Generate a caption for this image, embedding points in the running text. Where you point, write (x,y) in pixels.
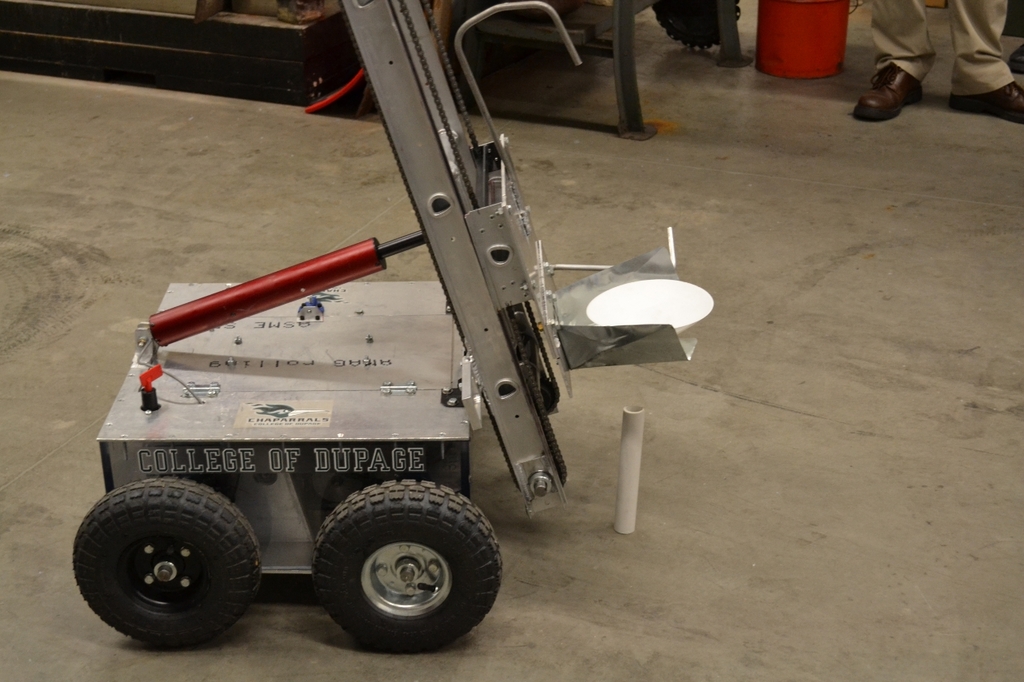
In this picture, it looks like a machine (316,409) with wheels (127,511). On the right side of the machine (460,583), there is an object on the floor (496,653). At the top of the image (318,105), there are some objects (441,11). In the top right corner of the image (960,70), there are legs (980,48) of a person (876,65).
